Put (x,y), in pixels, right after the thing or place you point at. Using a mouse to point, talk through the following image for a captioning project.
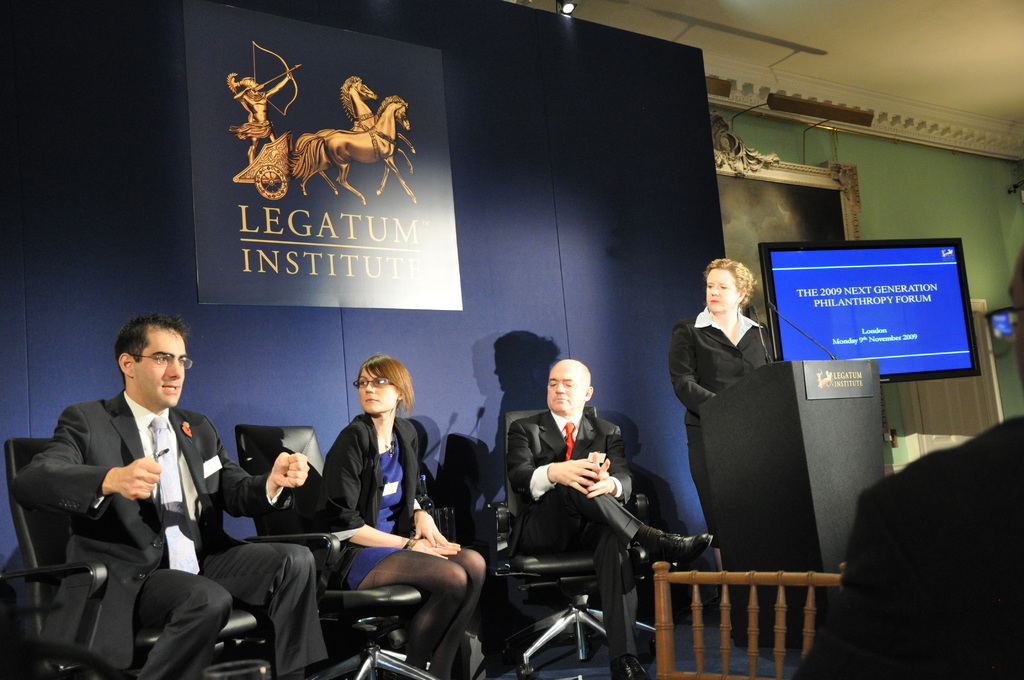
In this image on a stage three people (613,564) are sitting on chairs (512,558). One lady (722,321) is standing beside The podium (773,434). Person (129,519) on the left (159,431) is talking. There is a screen (825,311) beside the podium (817,426). There is a chair (666,600) in front of the stage (708,626). In the background (982,172) there is wall (982,172), poster (337,279), curtains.
